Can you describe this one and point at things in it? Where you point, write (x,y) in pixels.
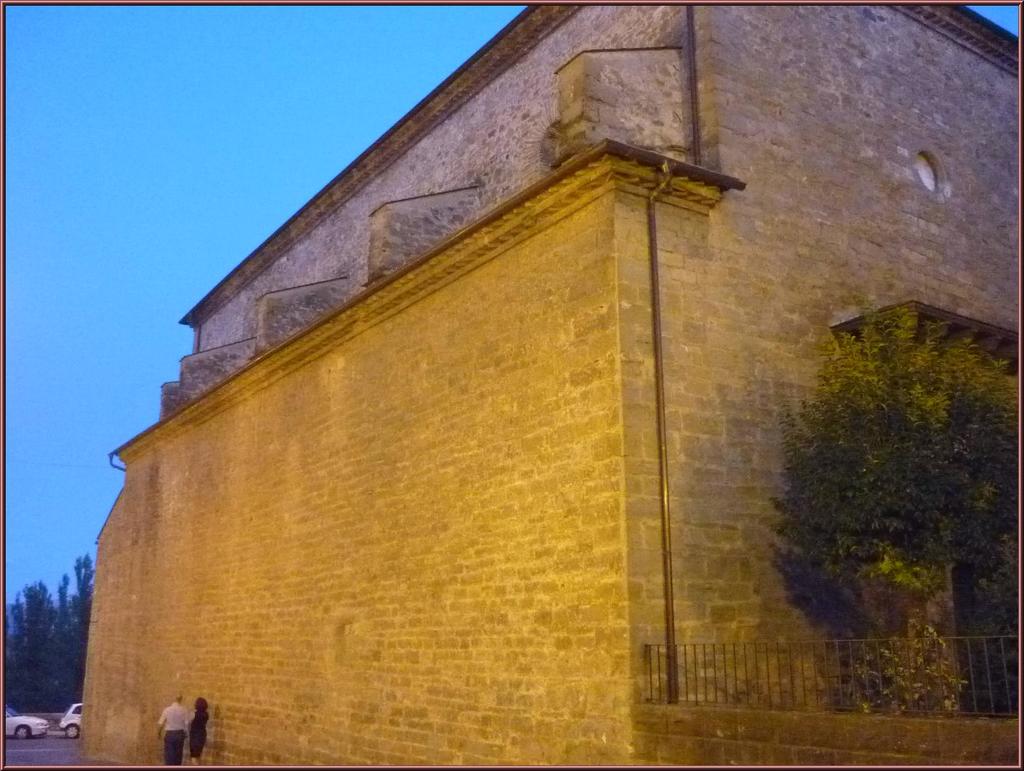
In this image there is a building (612,349) with stones (568,538). There is a tree (959,560) on the right side (931,592). Two people (202,736) are walking. There is a road (52,740) and vehicles (13,723) are passing. On the left side (78,666) there are the trees (56,707). The sky (84,455) is there.
